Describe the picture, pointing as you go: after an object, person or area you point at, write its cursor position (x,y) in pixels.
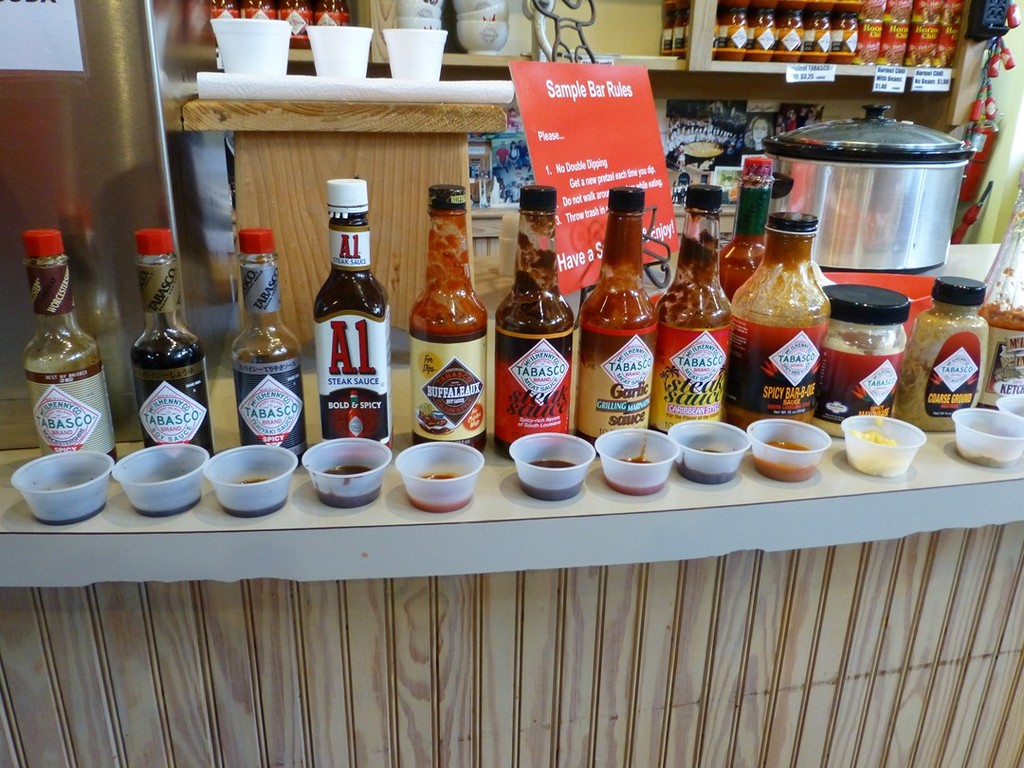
This picture contains a table (544,518) on which many bowls (53,507) and many glass bottles (49,319) for sauce bottles (681,349) are placed. Behind that, we see a red board (560,124) on which text (606,195) is written. Beside that, we see a vessel (835,198). Behind the vessel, we see shelves (467,66) in which many bottles (834,47) and bowls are placed.
